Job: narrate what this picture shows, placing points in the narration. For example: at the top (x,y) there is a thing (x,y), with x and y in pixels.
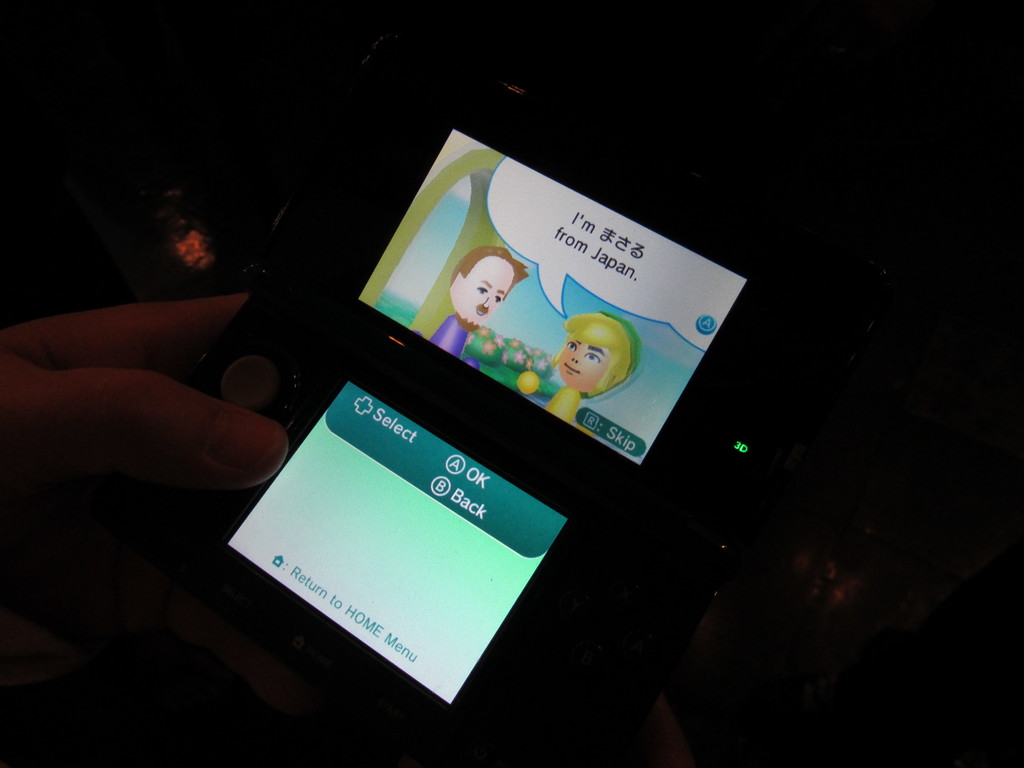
In this image I see a person's hand (266,418) who is holding an electronic device (363,315) and I see the screens (445,325) on it and I see 2 cartoon characters (574,328) over here and I see something is written on the screens (500,261) and I see that it is dark in the background (814,568).
